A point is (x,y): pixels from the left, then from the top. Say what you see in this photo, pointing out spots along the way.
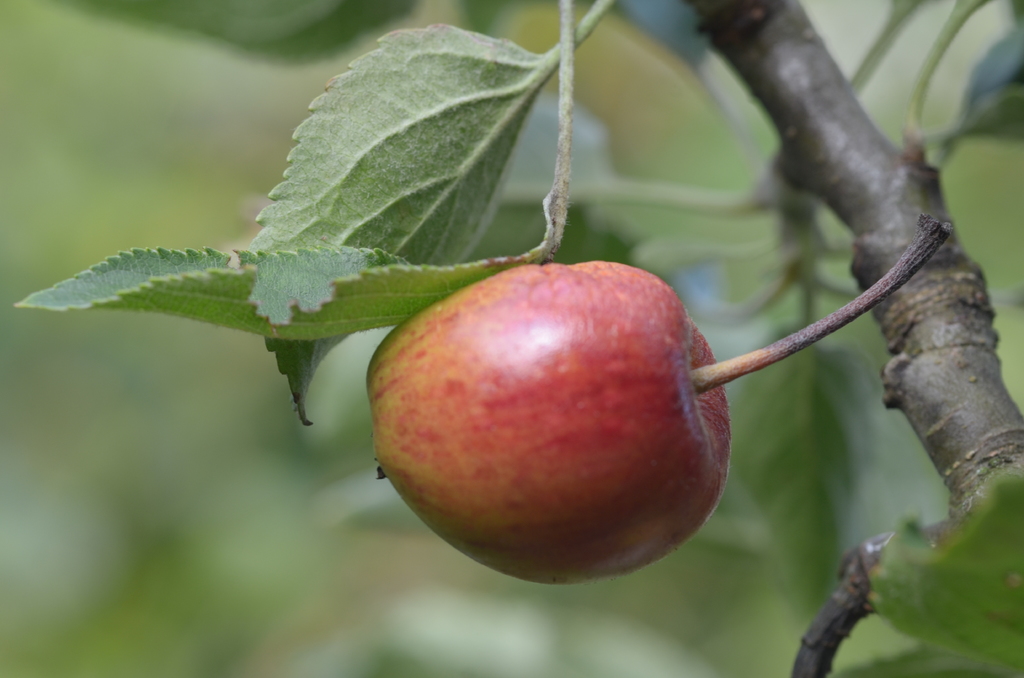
In this image we can see a fruit (438,486), leaves (433,280) and tree branch (810,152). The background of the image (127,73) is blurred.
